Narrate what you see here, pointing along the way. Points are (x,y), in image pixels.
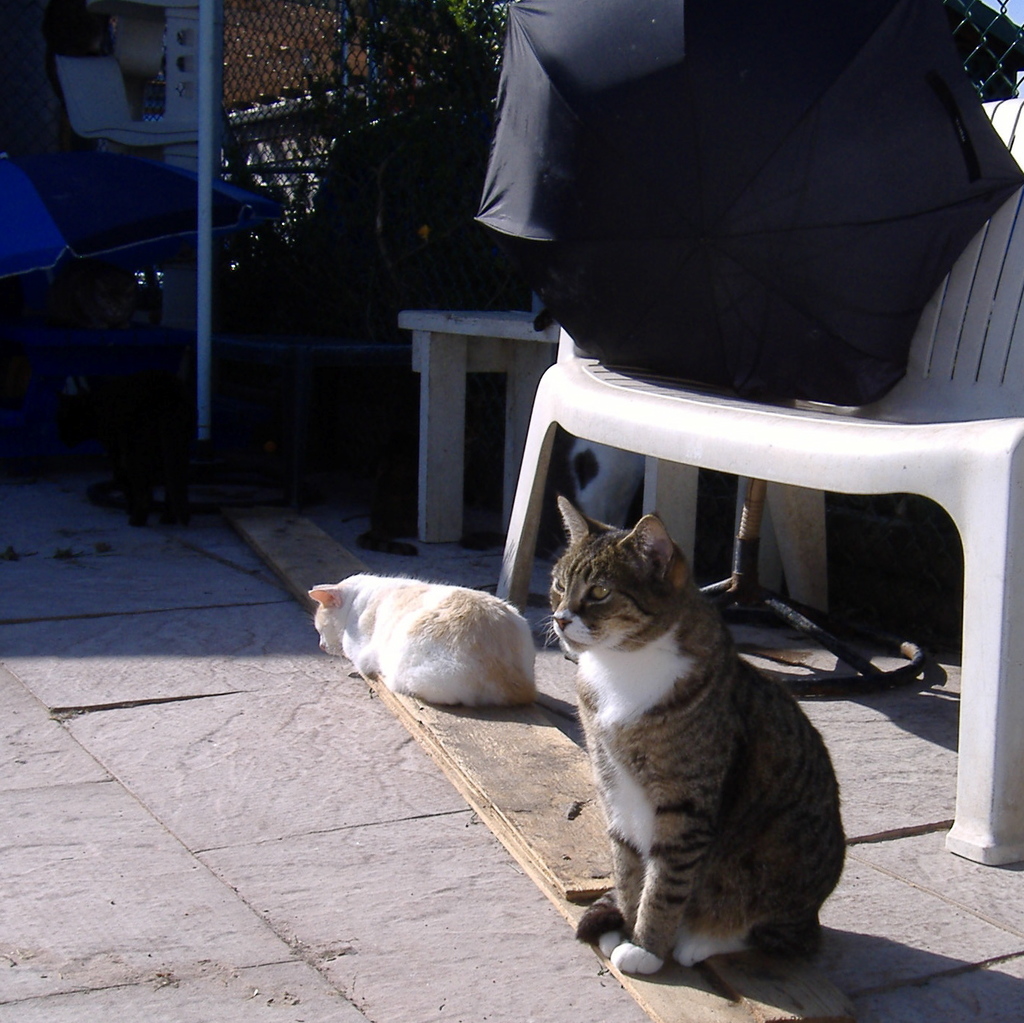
In this picture we can see two cats (473,653) sitting on wooden plank (480,754) and aside to this there is chair (827,469) and umbrella (683,153) on it and the background (258,28) we can see fence (227,94), pole (211,60), tree (321,250).
